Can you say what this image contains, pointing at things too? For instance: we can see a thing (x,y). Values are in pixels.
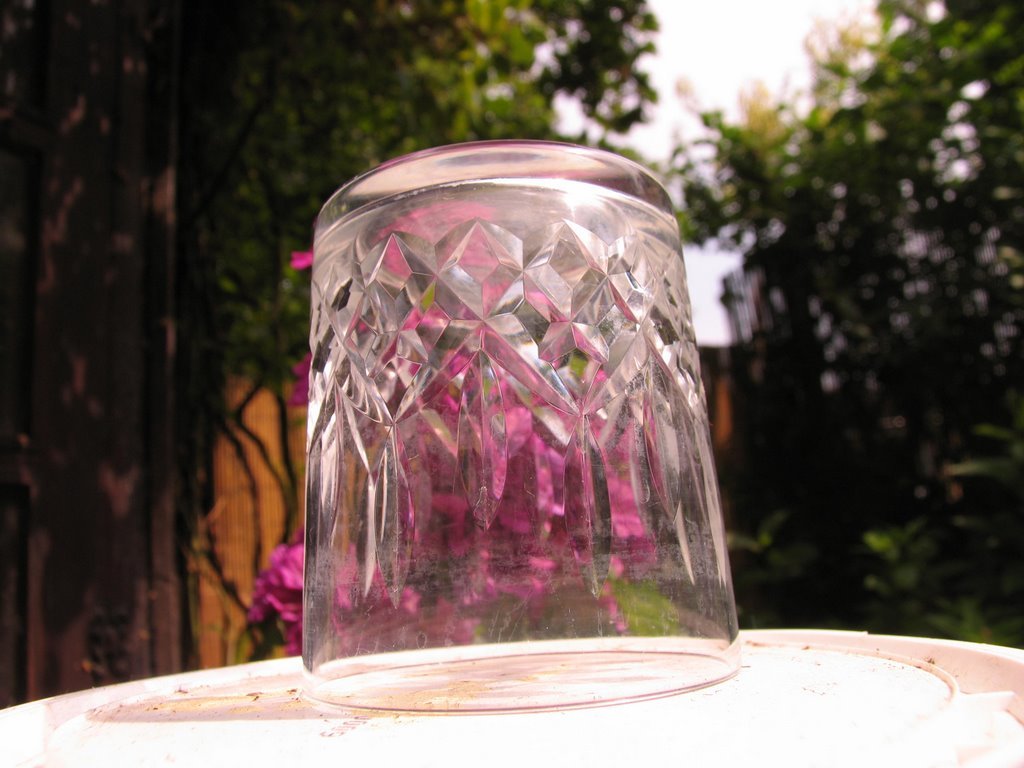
There is reverse glass (480,404) on a white surface (635,757). Behind that there are pink flowers (284,594) and trees (840,541).
